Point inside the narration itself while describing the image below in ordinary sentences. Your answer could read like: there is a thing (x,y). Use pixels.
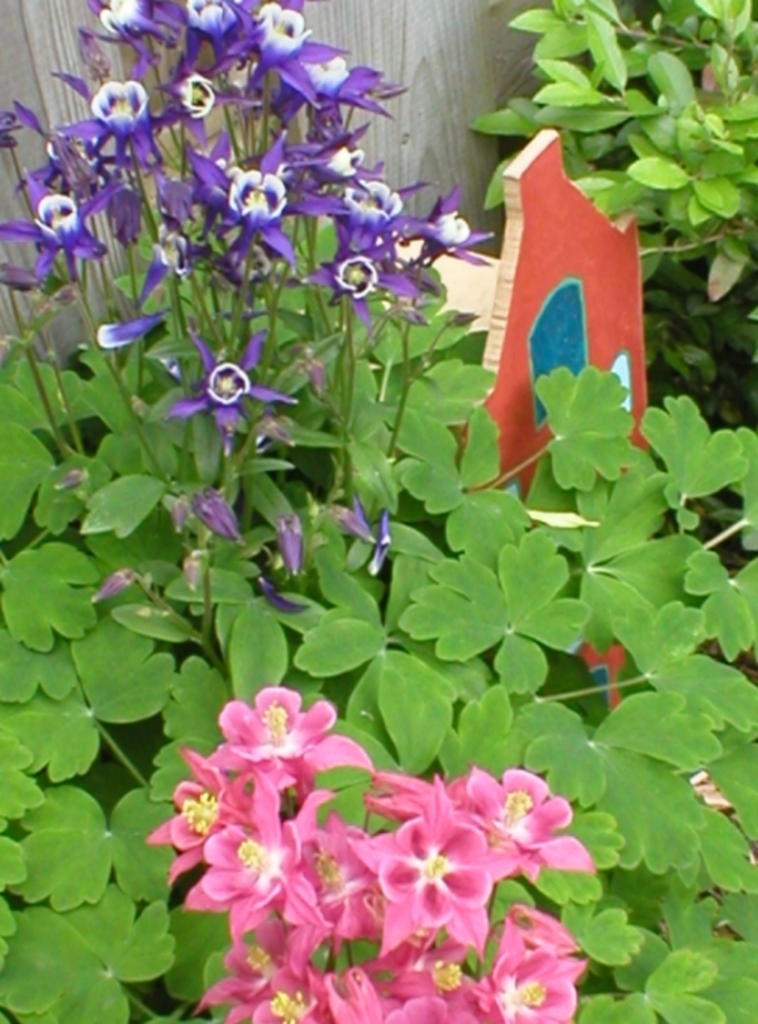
There are some plants (299,483) with a different color flowers (411,810) in the middle of this image (416,444).
